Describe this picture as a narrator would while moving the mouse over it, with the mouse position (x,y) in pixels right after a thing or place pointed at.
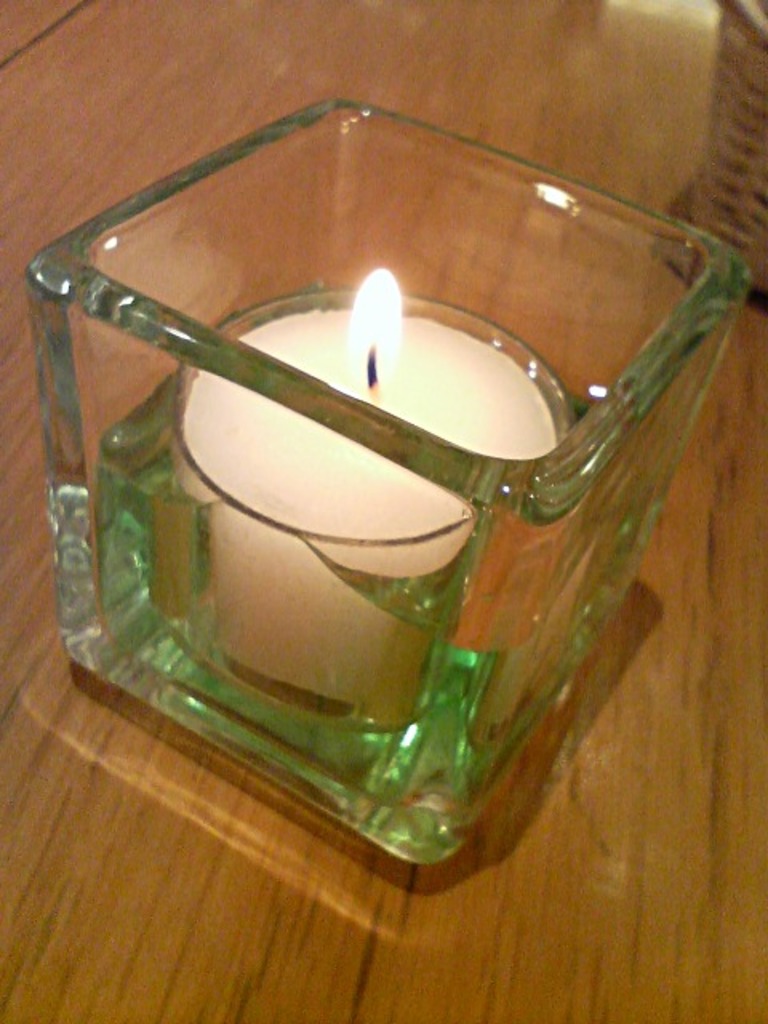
In this image we can see a candle (311,618) with flame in a glass jar (169,236) which is placed on the table (491,875).
